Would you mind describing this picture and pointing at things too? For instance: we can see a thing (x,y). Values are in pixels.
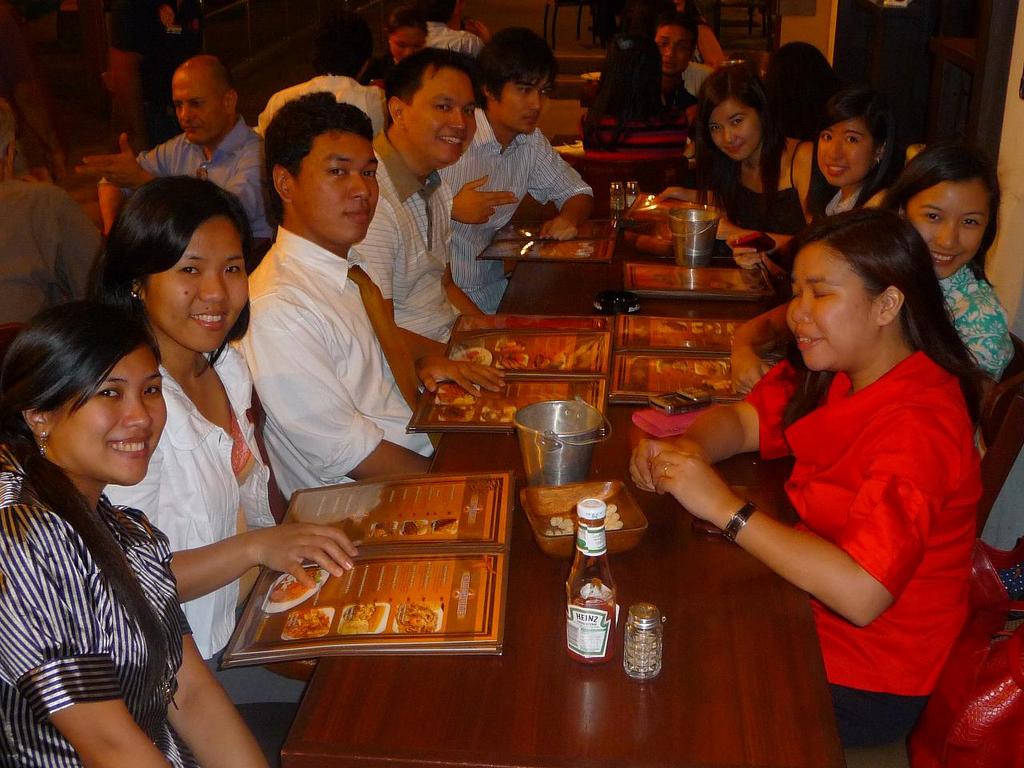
People (362,327) are sitting around the table (679,671) and tables (633,707) contains menu (405,608), bottle (594,627), bucket (542,435), container (618,513).
